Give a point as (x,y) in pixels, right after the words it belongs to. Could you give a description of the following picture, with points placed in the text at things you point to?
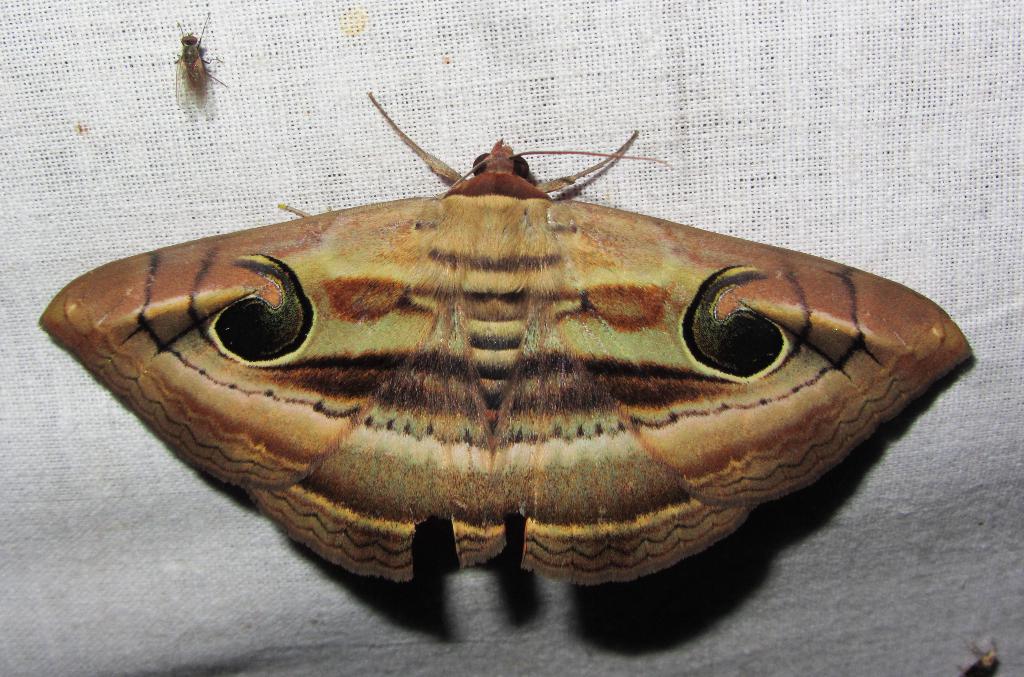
In this picture, we see a moth (529,398) and it is in black and brown color. At the top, we see a housefly (182,87). In the background (220,72), it is white in color and it might be a cloth (522,91) or a sheet (435,137).
